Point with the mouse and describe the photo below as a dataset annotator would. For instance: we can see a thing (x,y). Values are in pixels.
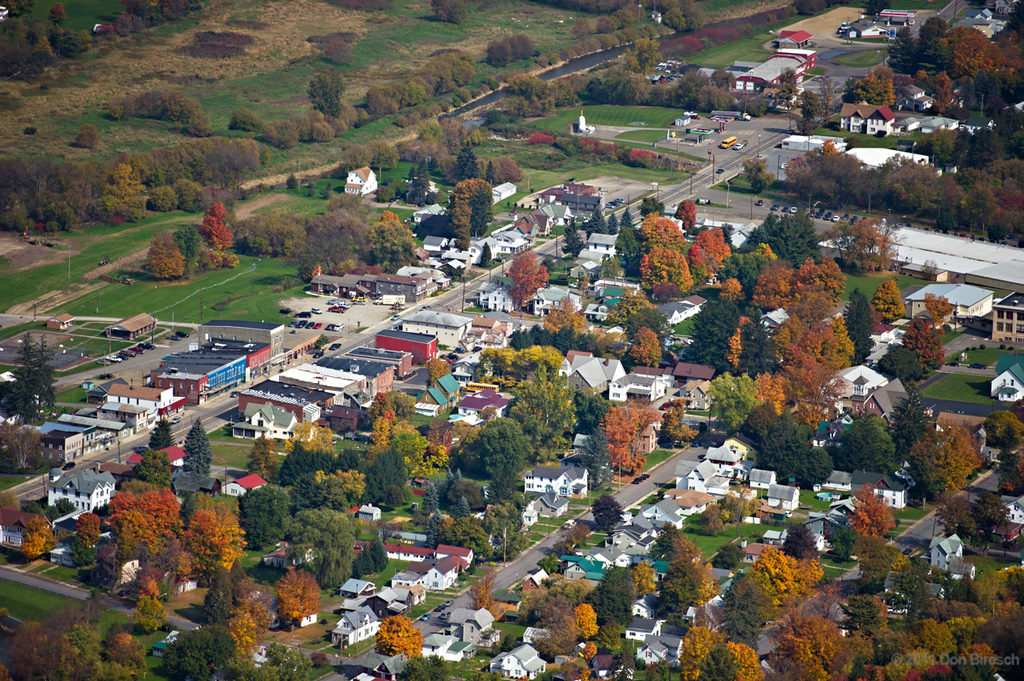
This image is an aerial view. In this image we can see many buildings (846,374) and trees (683,568). There are roads (536,252) and we can see vehicles (729,139).
